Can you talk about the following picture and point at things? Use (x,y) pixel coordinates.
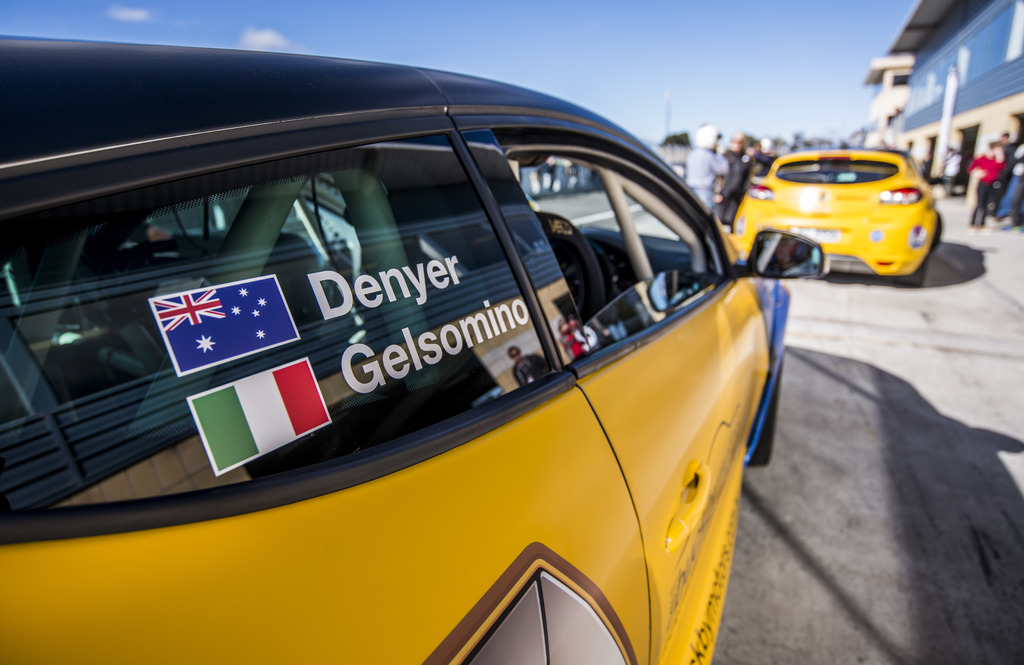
There is a yellow and a black car (357,361). On the window (344,375) of the car (261,381) there are two flags (264,414) pasted, also something is written on the window (406,317). In the back (880,205) there is a yellow car (852,200), people (986,166), building (881,119) and sky (701,50).
